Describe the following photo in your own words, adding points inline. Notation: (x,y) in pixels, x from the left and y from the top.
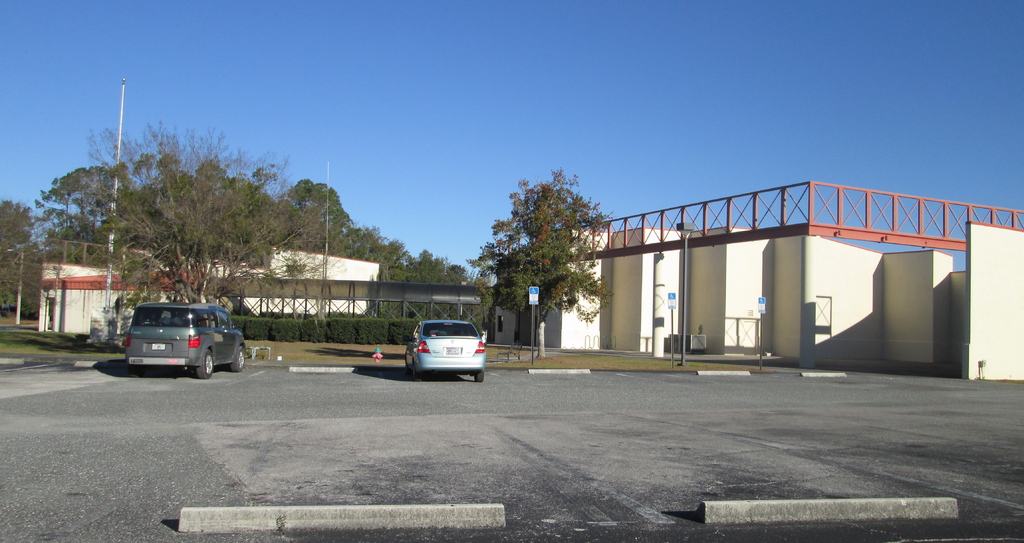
There are two cars (182,357) on the road (363,405). This is grass (362,345) and there are plants (289,331). Here we can see poles (760,321), boards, trees (576,307), and houses (804,269). In the background (764,167) there is sky (614,119).
